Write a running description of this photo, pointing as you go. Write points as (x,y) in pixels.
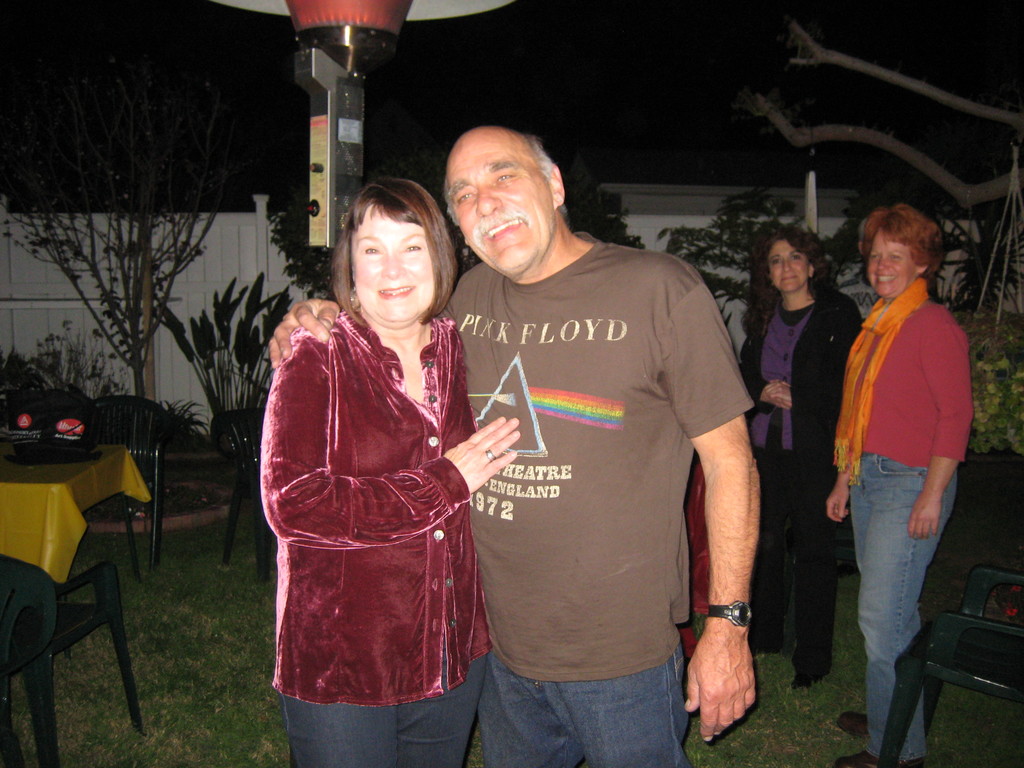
In this picture there is a woman (380,412) and a man (525,393). Both are smiling. In the background (757,276) there are some people (812,393) standing. There is a plants (228,297), trees (168,276), a railing (191,296) here. In front of the railing (171,305) there is a chair (111,429) and a table (53,471).
